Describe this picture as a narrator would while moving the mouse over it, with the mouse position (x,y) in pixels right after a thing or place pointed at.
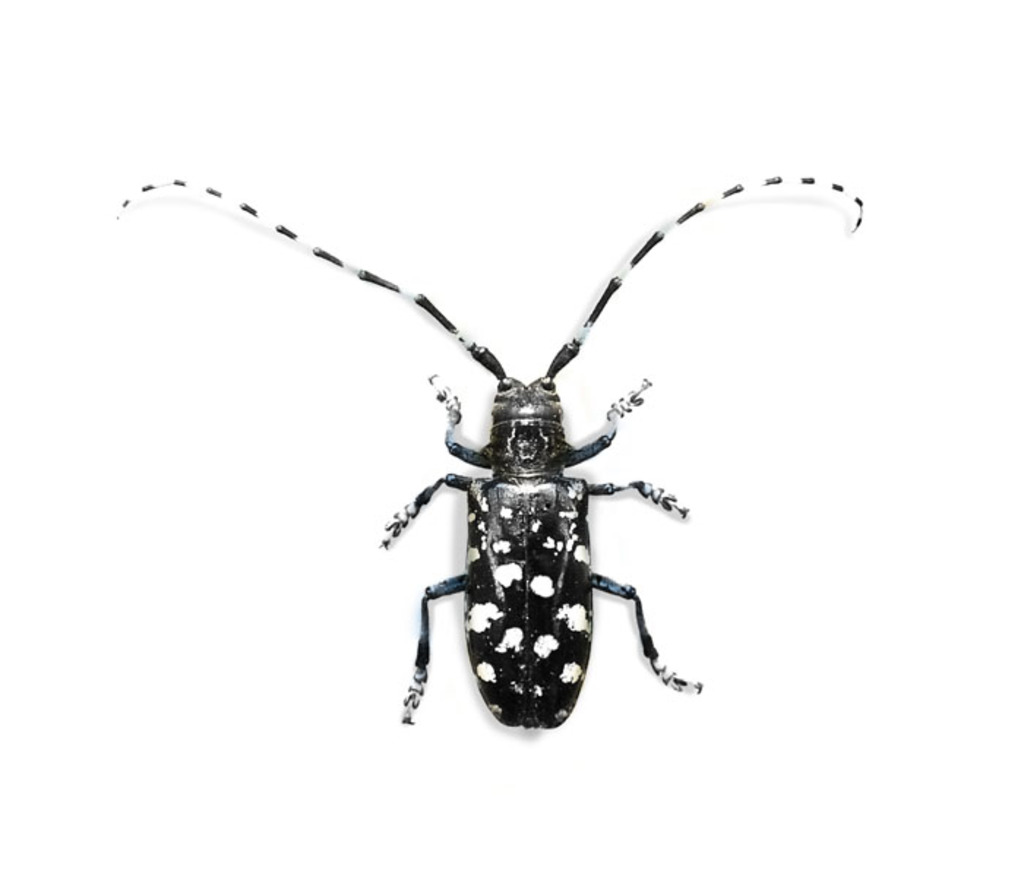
This image consists of an insect (553,682) in black color. The background (286,830) is white.
